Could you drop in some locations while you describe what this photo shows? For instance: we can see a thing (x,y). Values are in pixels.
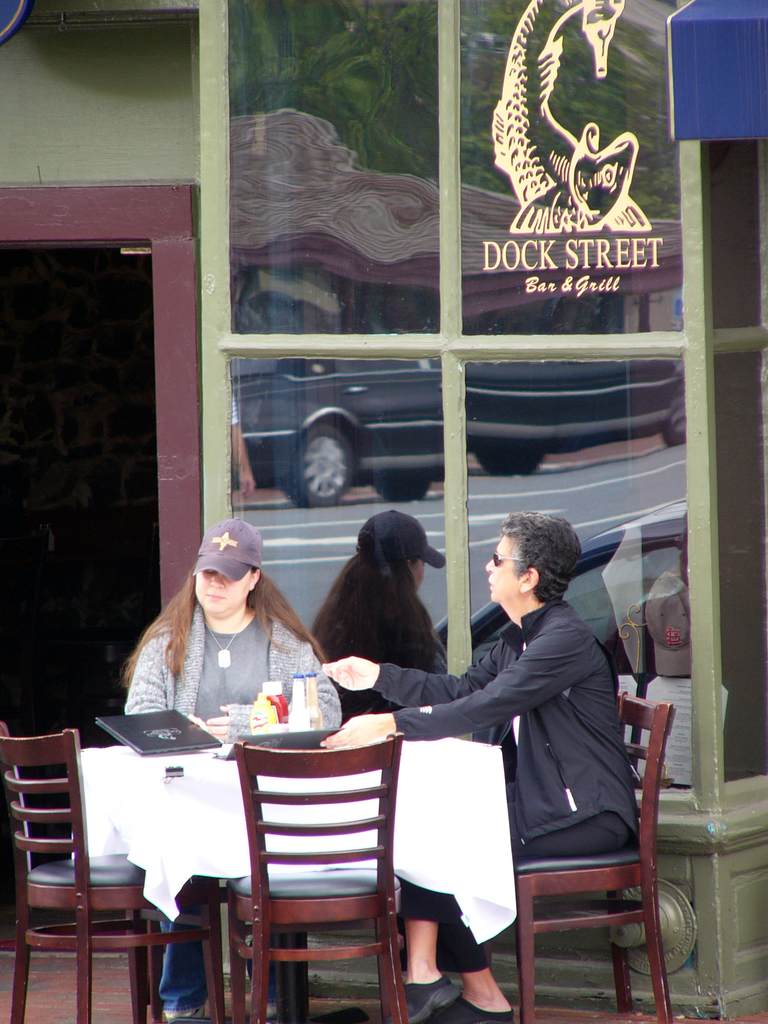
In this image we can see two persons (251,682) sitting on chairs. In front of the persons (363,727) we can see few objects (217,745) on a table (192,767). Behind the person (187,631) we can see a glass (261,252). On the glass (261,252) we can see the reflection (430,459) of persons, vehicles (522,430) and trees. On the glass (517,295) we can see the text (586,253) and design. On the left side (141,276), we can see an entrance (149,335).
